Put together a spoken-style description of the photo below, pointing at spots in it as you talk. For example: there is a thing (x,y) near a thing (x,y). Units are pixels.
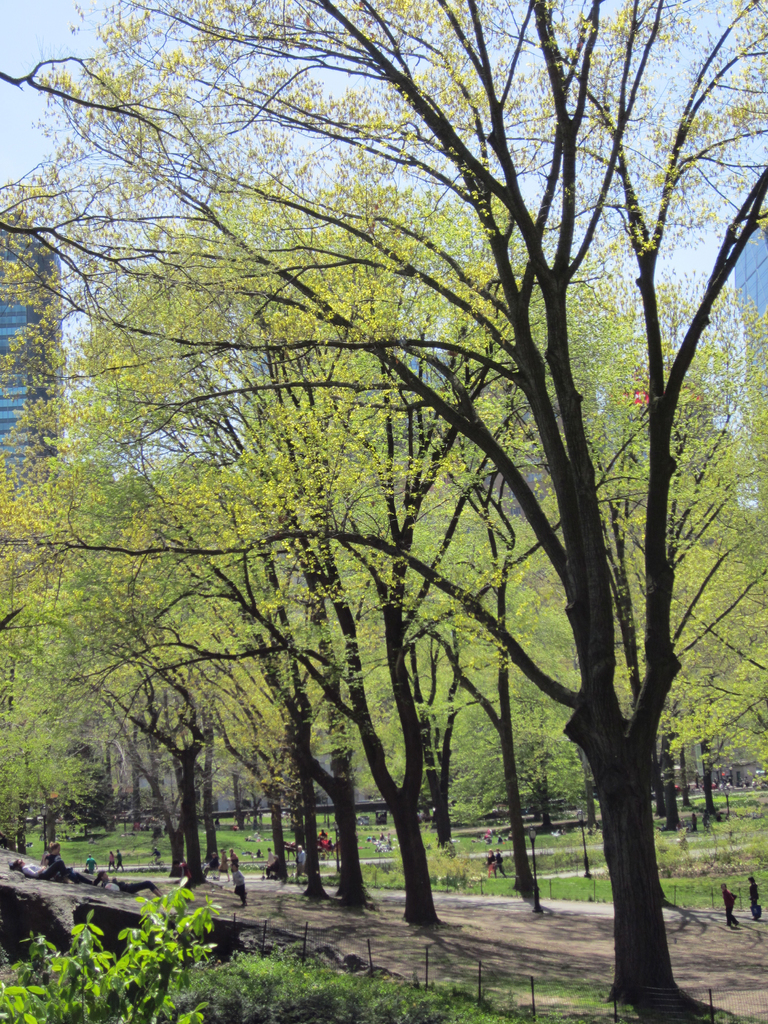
In the picture I can see trees (446,615), people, fence (559,1021), plants (305,1009), the grass (599,863) and some other objects (533,866) on the ground (523,896). In the background (86,317) I can see buildings (322,765) and the sky (321,156).
